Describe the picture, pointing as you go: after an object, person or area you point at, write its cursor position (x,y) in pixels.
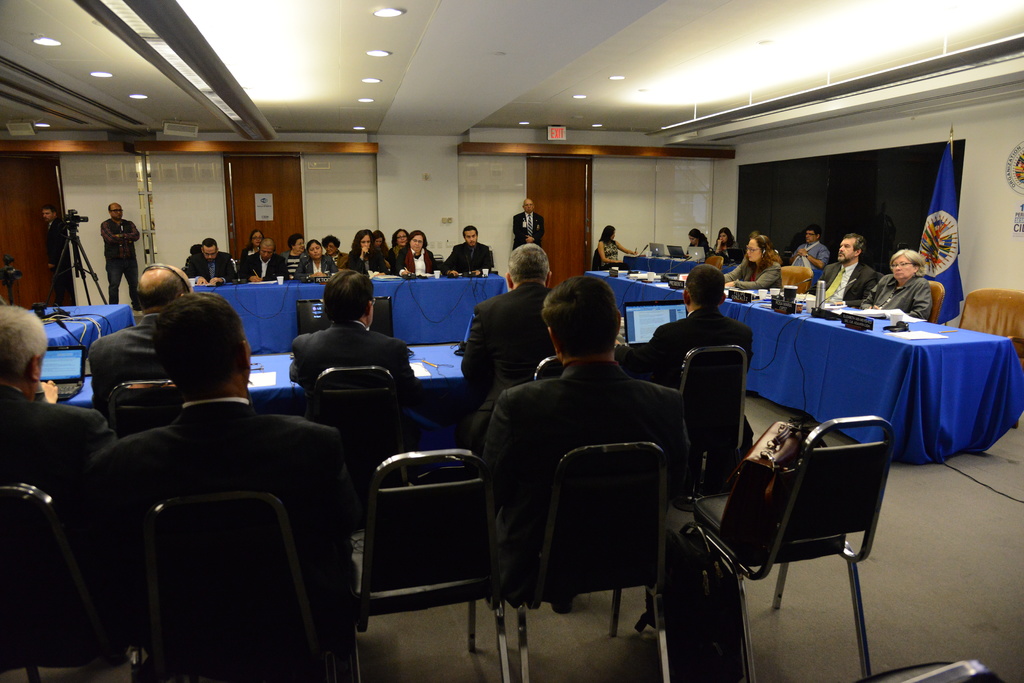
This picture shows a conference room (191,226) where most of the people (206,295) in the room (179,234) seated. And three people (527,208) stand at the back (118,277). we see a flag (956,277) here and a camera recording and lights (47,45) to the roof (336,83).
